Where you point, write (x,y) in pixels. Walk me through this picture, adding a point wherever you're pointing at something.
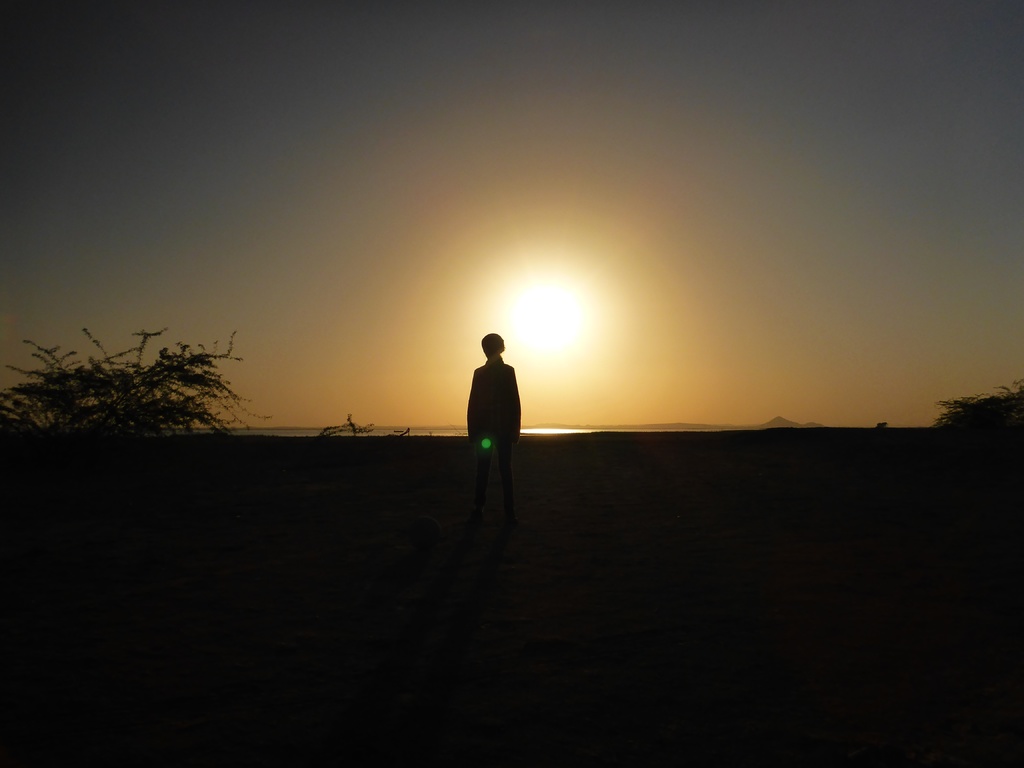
In this image there is a person (494,406) standing. On the right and left side of the image (170,395) is a tree (147,373). In the background (573,341) there is the sky (302,240). The bottom of the image (602,521) is dark.
